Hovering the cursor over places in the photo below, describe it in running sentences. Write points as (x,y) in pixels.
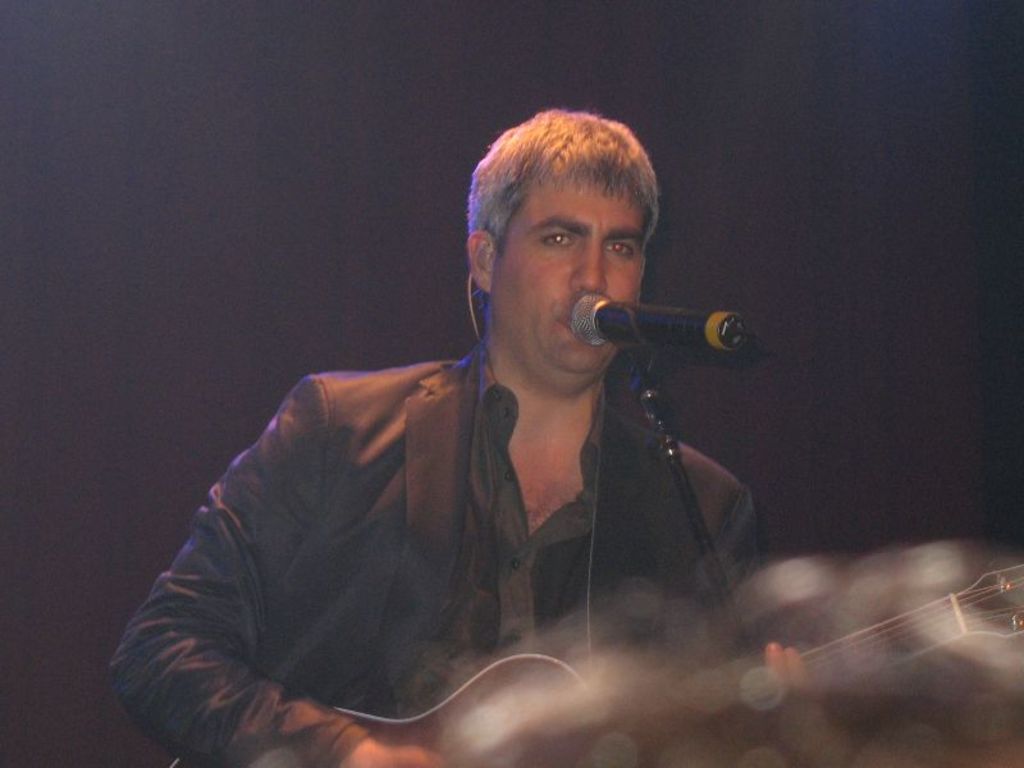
Here a man (598,377) is singing on a microphone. He wearing coat (457,563) shirt (506,523).
